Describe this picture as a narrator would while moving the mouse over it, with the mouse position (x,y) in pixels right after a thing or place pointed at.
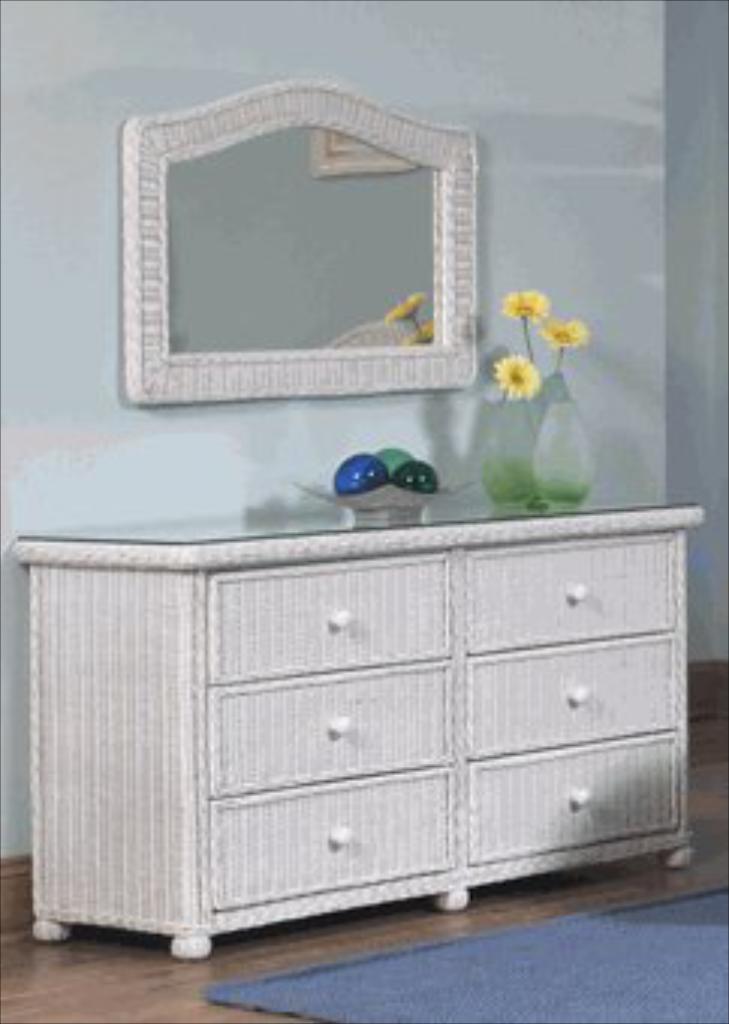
In this picture I can see a white color table (388,756) which has a drawers (533,716). On the table (535,623) I can see yellow color flowers (535,388) and some other objects (505,495). In the background (171,153) I can see a wall (141,91) which has mirror (266,272). On the floor (286,945) I can see a blue color mat (475,988).
